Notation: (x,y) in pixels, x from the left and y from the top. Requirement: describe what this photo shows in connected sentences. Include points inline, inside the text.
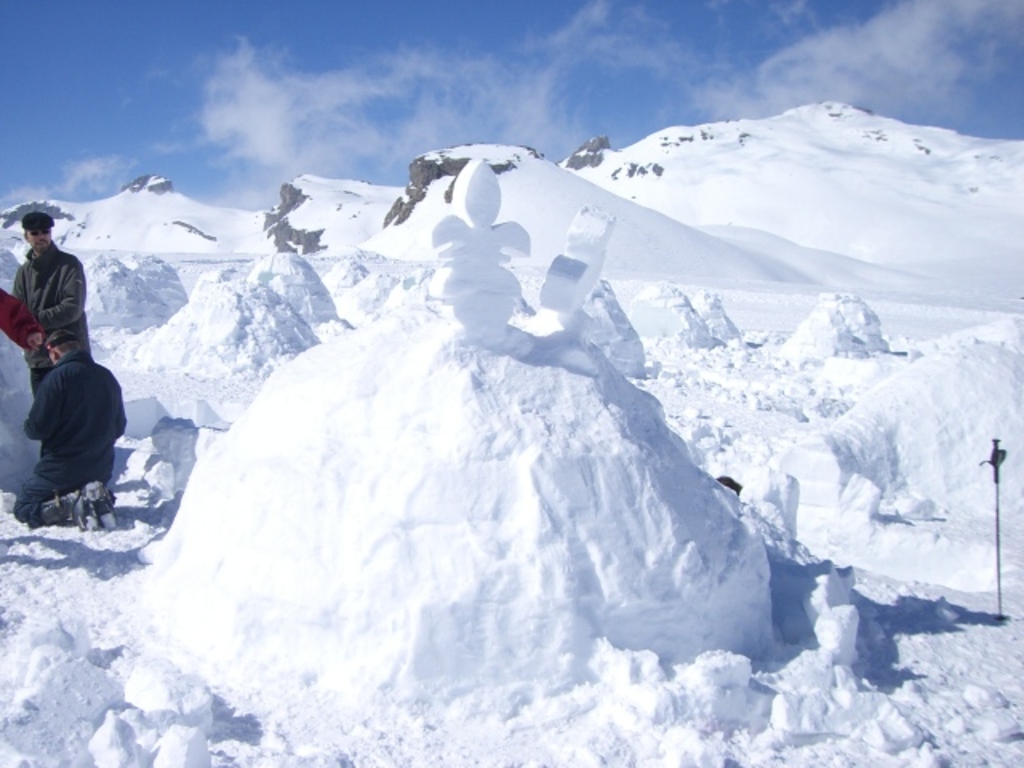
This image consists of mountains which are covered with the snow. At the bottom (157,580), there is snow (14,722). On the left (83,390), there are three persons (39,371) wearing jackets (29,276). At the top (367,50), there is sky (718,112).
